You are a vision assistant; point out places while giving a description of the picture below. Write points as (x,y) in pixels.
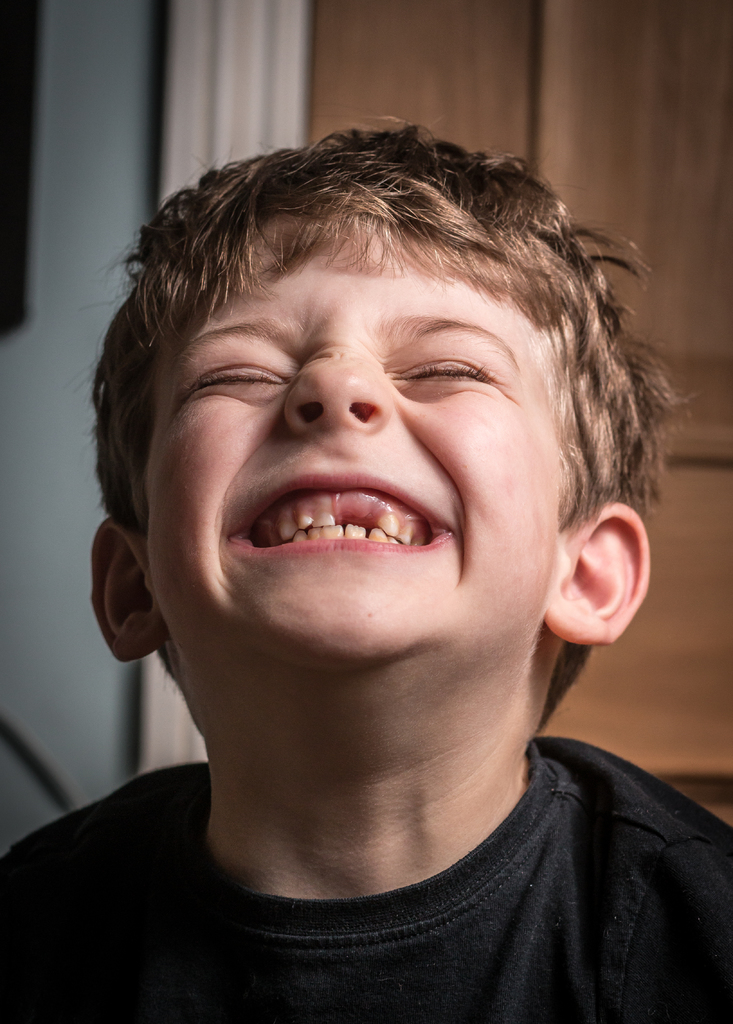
In this image I can see a kid (315,716). In the background (93,128), I can see the wall (108,113).
